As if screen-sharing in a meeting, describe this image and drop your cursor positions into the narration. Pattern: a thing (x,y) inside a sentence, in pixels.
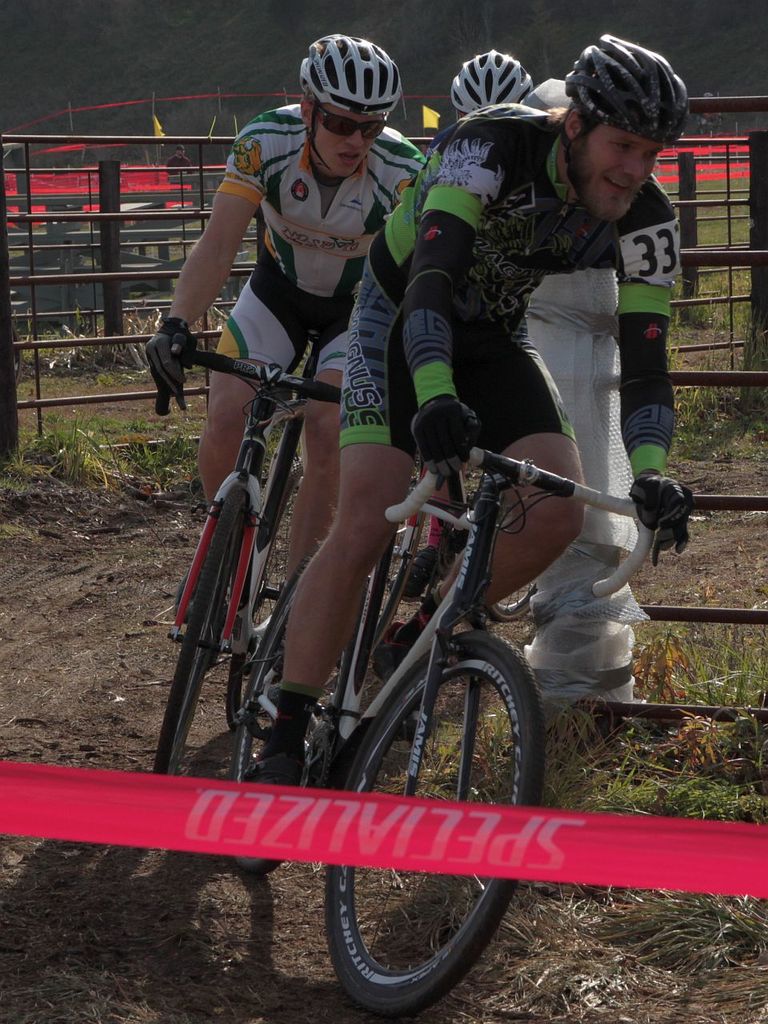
In this image we can see the persons (384,395) riding bicycles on the ground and there is the cloth (319,829) and railing (152,214) and at the back (162,197) we can see the fence (123,243) and dark background (58,187).
